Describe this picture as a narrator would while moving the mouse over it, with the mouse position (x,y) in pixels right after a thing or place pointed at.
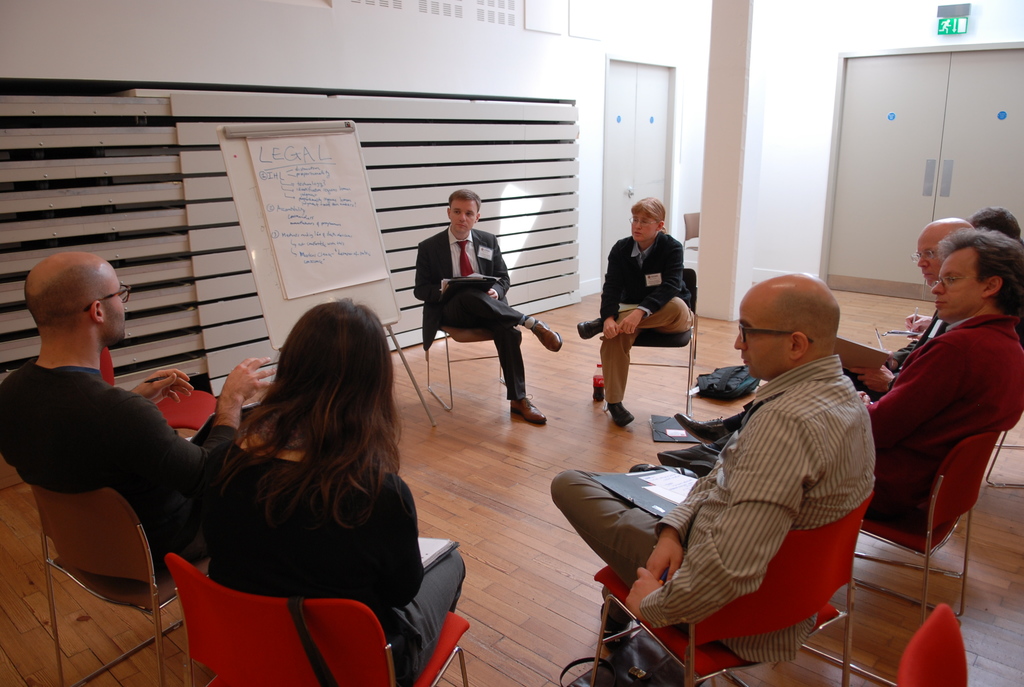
There are persons (670,266) in different color dresses (782,520), sitting on the red color chairs (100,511) which are arranged around a white color board (371,202), on which there is a chart (329,163). In the background (309,120), there are doors (974,123), there is a fence (517,127), there is a white wall (433,28) and there is a sign board (965,28).
